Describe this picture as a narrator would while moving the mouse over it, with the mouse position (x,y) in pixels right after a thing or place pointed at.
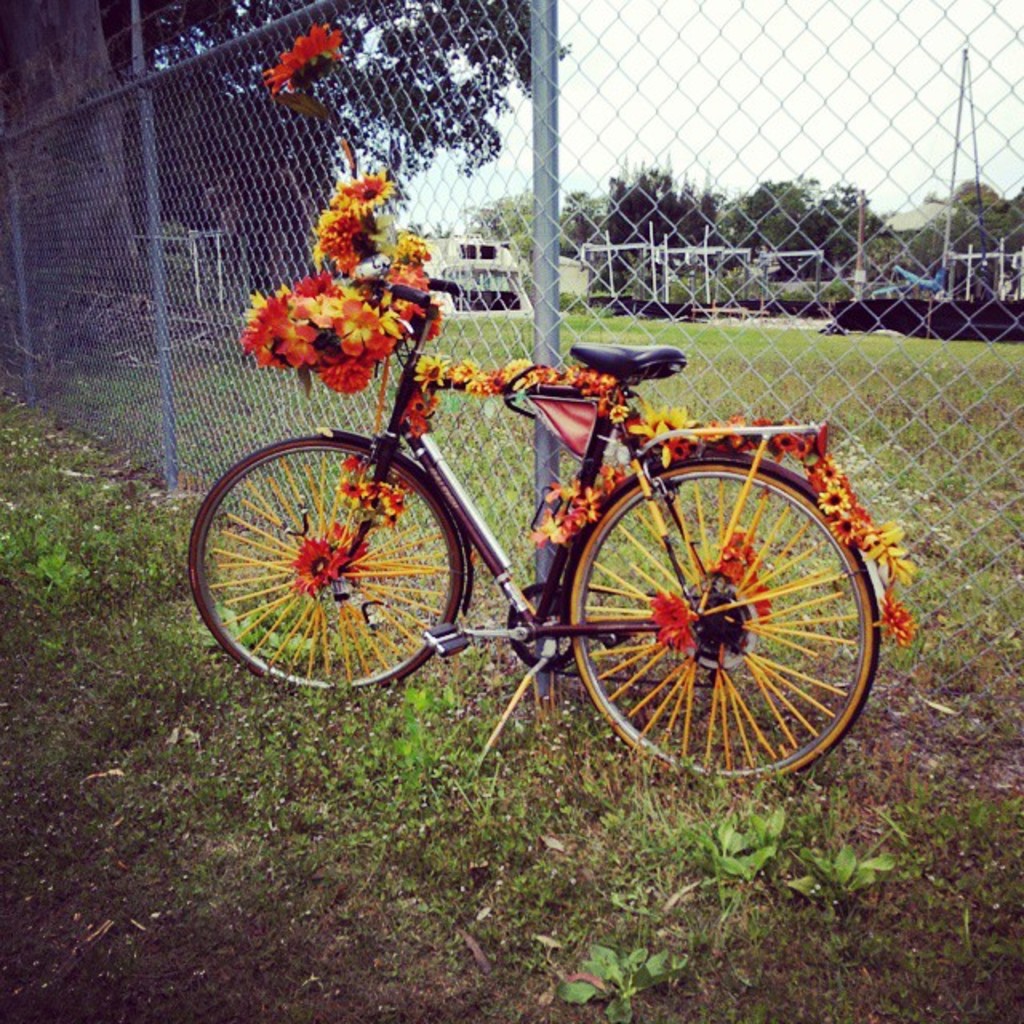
In this picture there is a bicycle (587,524) in the foreground (596,476) and there are flowers (881,529) on the bicycle (436,636). There are buildings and trees (694,237) and poles (983,229) behind the fence (600,222). At the top (840,140) there is sky (790,123). At the bottom (268,955) there are plants (546,898) and there is mud (180,909).
